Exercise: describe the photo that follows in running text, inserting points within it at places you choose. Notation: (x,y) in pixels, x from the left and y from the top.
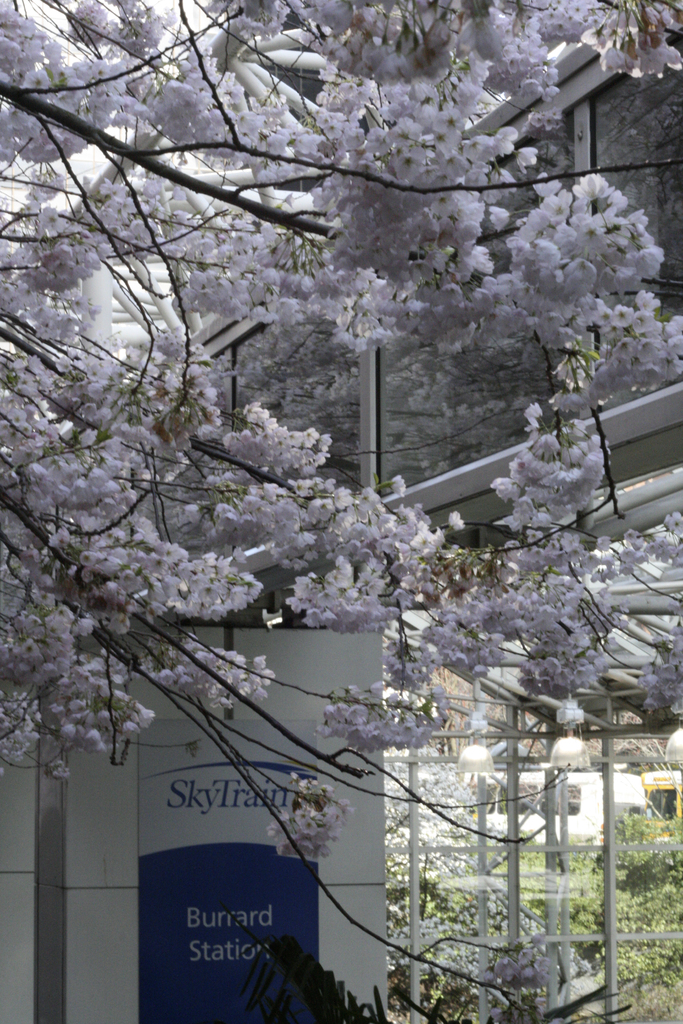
On the left side of the image (41,291) we can see a tree (119,553) which has white colored flowers (114,470). In the middle of the image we can see a board (161,822) on which a text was written on it. On the right side of the image (573,828) we can see grass (661,919) and vehicle (595,807).
